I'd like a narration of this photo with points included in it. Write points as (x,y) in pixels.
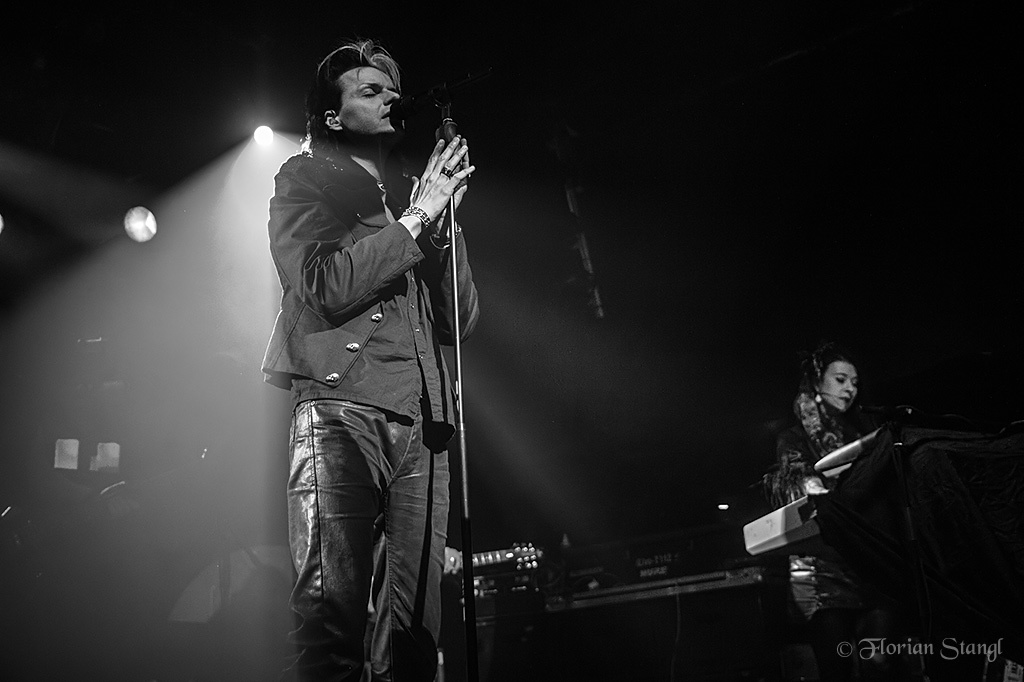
These two persons (432,195) are standing and this person (399,190) holding microphone (412,109) and singing. On the background (257,376) we can see focusing lights (248,155) and musical instruments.
